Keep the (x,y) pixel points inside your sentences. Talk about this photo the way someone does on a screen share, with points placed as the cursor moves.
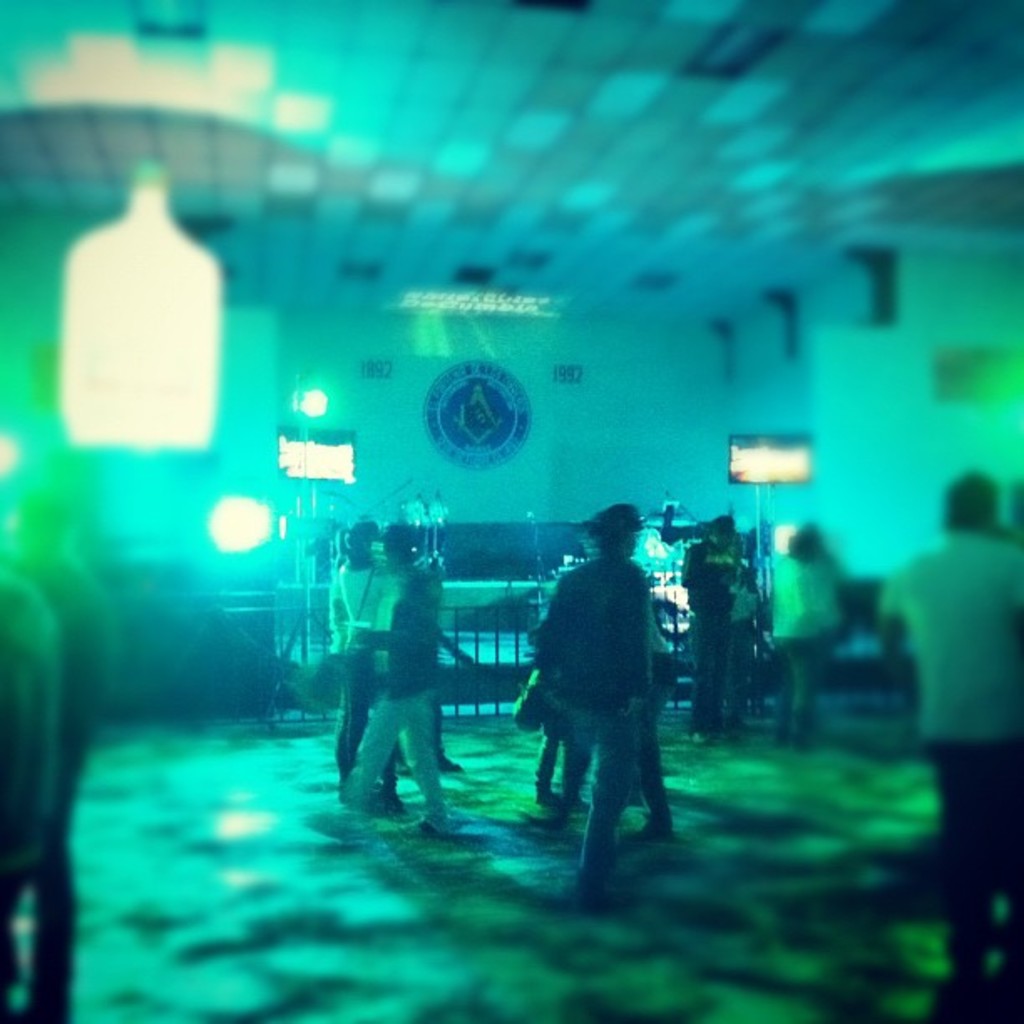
It is the blur image in which there are few people (360,696) standing on the floor (449,753), while the other people (644,767) are walking. At the top (232,231) there is ceiling (436,241). On the left side (211,336) there is a light (115,312). On the right side (760,474) there is a television (760,461) near the wall (804,414).
